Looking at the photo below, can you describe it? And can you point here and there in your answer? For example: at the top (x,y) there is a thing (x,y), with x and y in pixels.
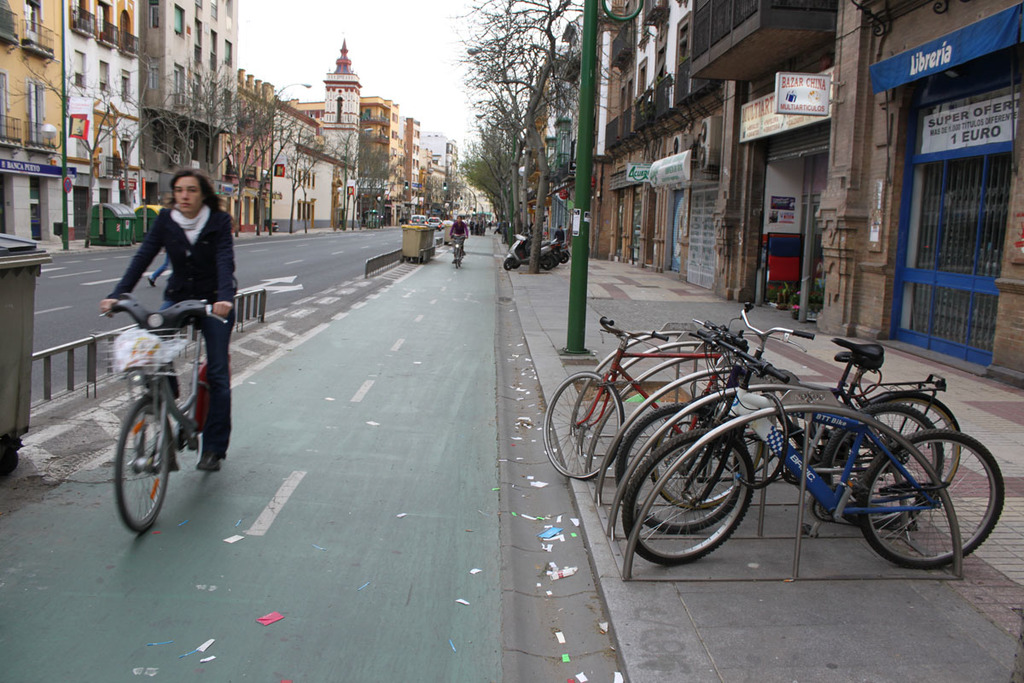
In this image we can see many buildings (898,140). There are few vehicles (551,244) in the image. There are few persons (209,370) riding bicycle (157,380) in the image. We can see the sky (421,32) in the image. There are few advertising boards (760,131) in the image. There are few poles (580,250) in the image. There is a road (362,265) in the image. There are few objects (414,256) in the image.
